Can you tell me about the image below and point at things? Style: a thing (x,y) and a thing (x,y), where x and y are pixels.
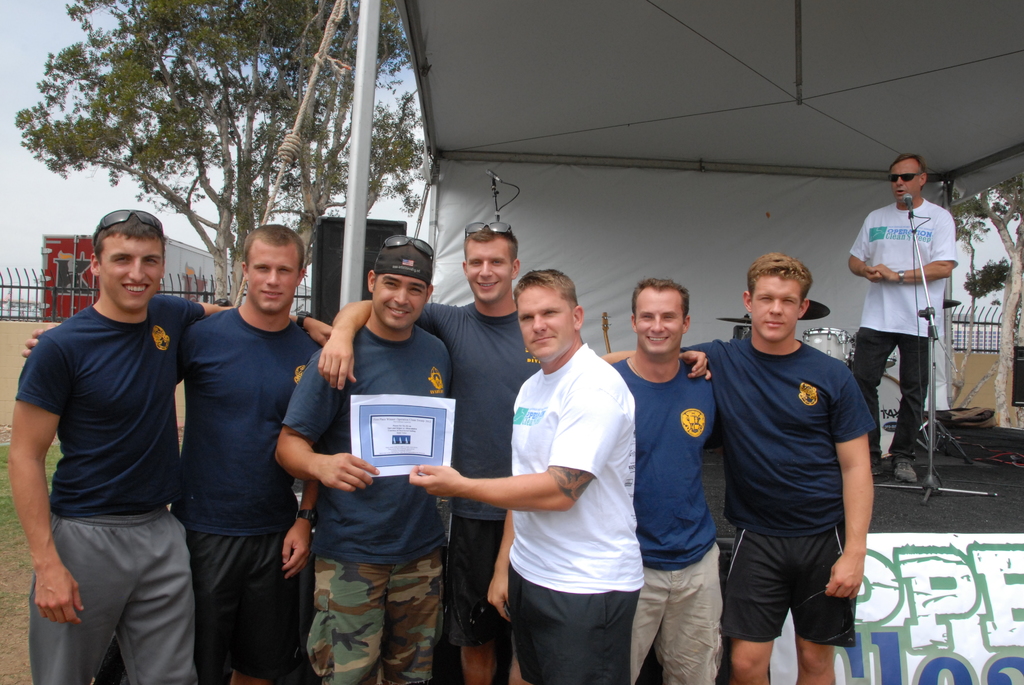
In this image we can see group of persons (605,397) standing on the ground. In the background (732,138) there is a tent (650,180), person (883,214), mic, musical instrument (844,346), speaker (325,222), tree (283,88), fencing (16,320), truck (58,265) and sky (41,197).
